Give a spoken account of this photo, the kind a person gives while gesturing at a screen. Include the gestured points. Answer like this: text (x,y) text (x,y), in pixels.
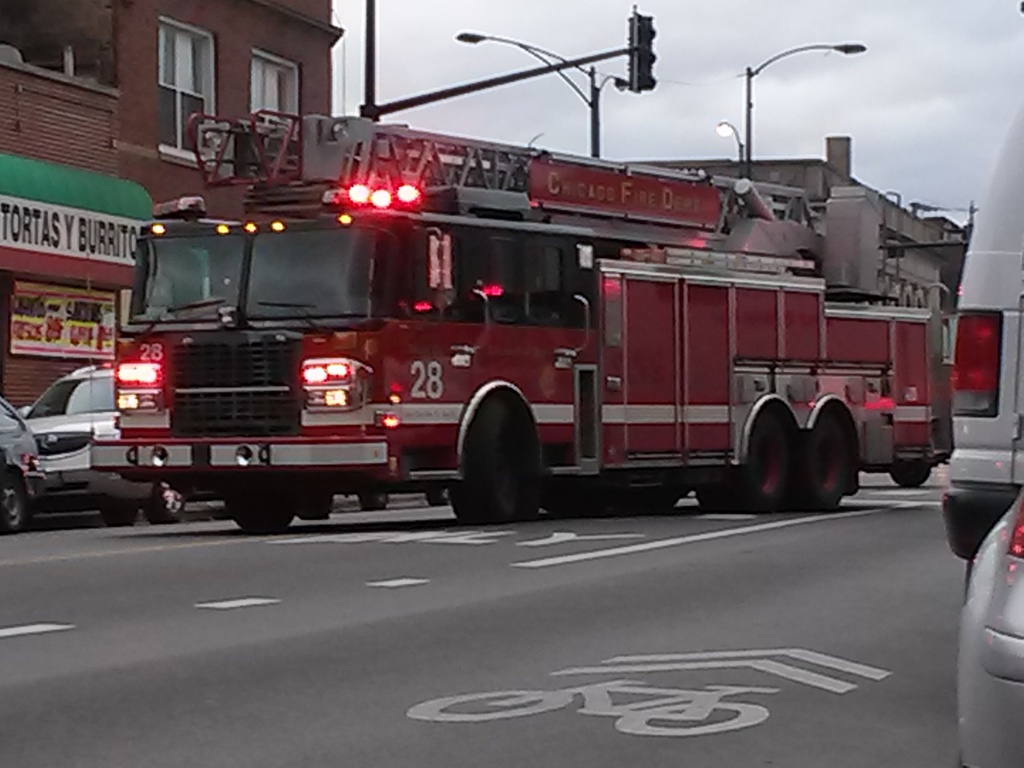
In this image we can see fire engine (516,431) which is moving on road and there are some vehicles (89,469) parked on left (95,417) and right side of the image (989,619) and in the background of the image (102,124) there is building (267,86), traffic signals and poles (751,95).
